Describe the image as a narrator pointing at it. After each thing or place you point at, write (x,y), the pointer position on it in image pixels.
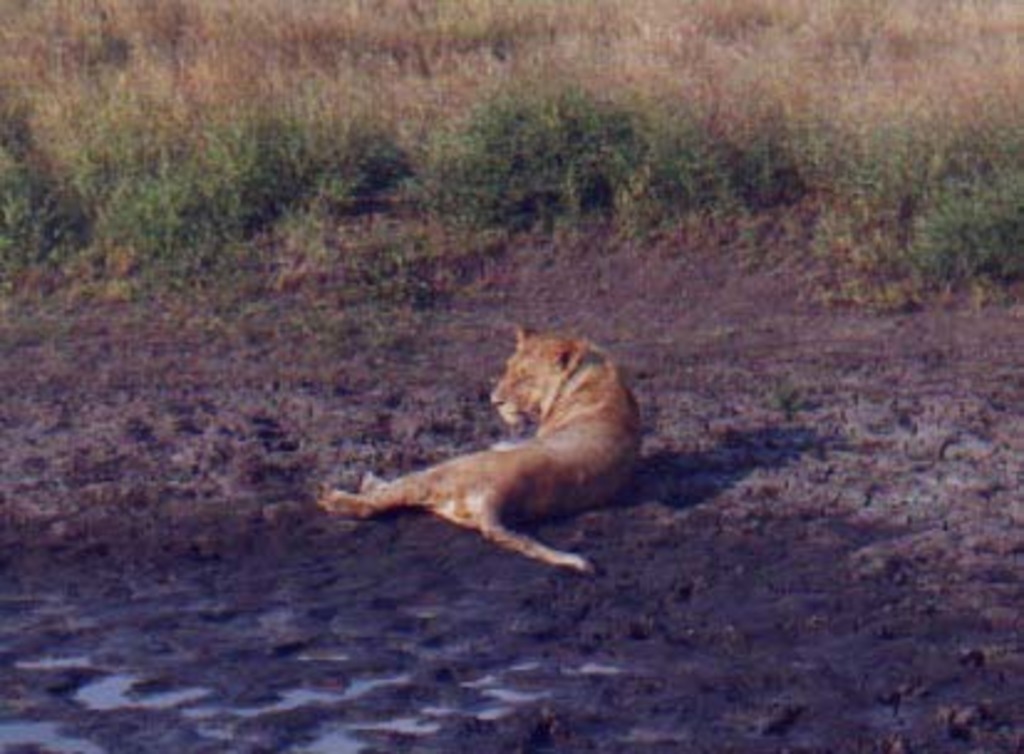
In the middle of the picture (524,451) I can see a lioness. In the background (406,67), I can see grass (716,115) and plants (915,213).
